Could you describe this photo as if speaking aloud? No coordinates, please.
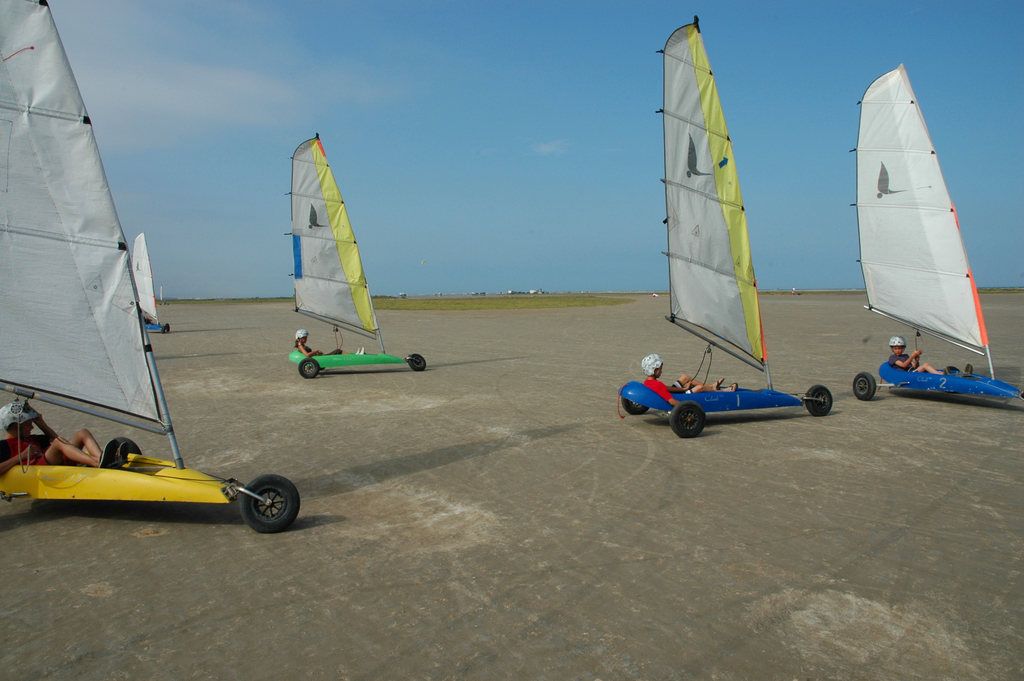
In this image I can see few people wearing the helmets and I can see these people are land-sailing. In the background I can see the sky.
